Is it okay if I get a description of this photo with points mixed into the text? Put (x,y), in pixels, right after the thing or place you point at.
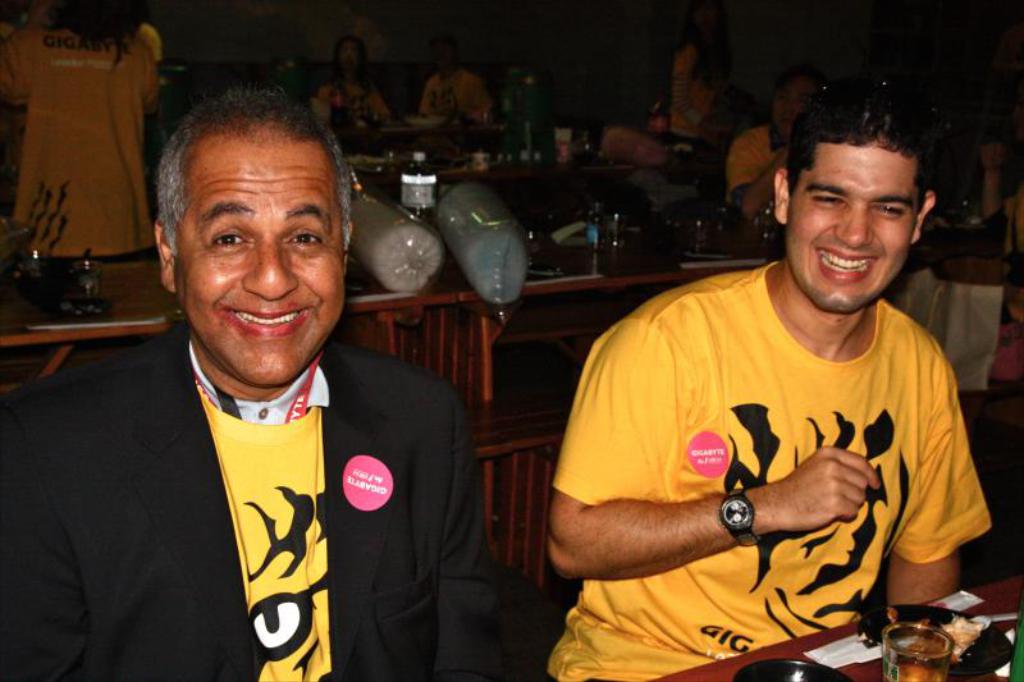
There is a person (144,551) in black color suit (348,600) sitting on a chair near another person (750,381) who is in yellow color t-shirt (794,355) sitting on a chair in front of the table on which, there is a glass (921,650) and other objects (915,621). In the background (624,205), There is bottle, packets (472,243) and other objects (73,295) near a person (85,91), there are persons (356,61) sitting on chairs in front of the tables (450,167). And the background (940,31) is dark in color.
